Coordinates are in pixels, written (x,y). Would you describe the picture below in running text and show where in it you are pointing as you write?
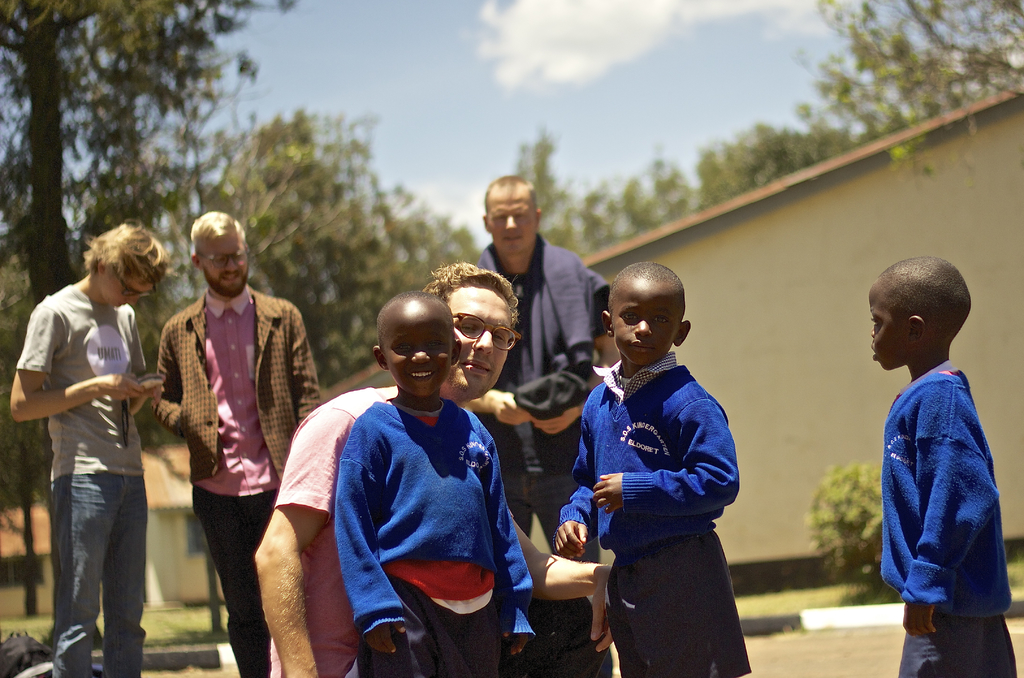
Here we can see people (476,346) and children (401,458). Background (909,67) it is blur. We can see trees (252,153), wall (830,280) and plant (867,533).
